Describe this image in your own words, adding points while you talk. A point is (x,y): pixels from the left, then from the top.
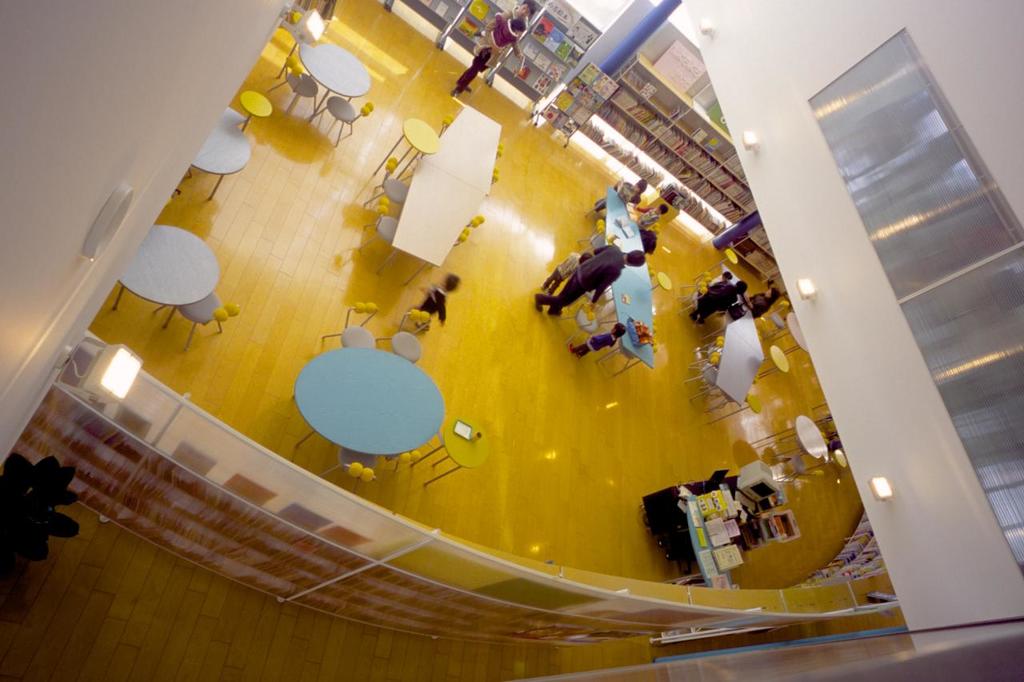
In this image I can see group of people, some are standing and some are sitting and I can also see few tables (157,242), chairs (600,246) and the system (755,473). In the background (574,16) I can see few books (548,39) in the racks (672,122), lights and I can also see few glass windows (901,180).
